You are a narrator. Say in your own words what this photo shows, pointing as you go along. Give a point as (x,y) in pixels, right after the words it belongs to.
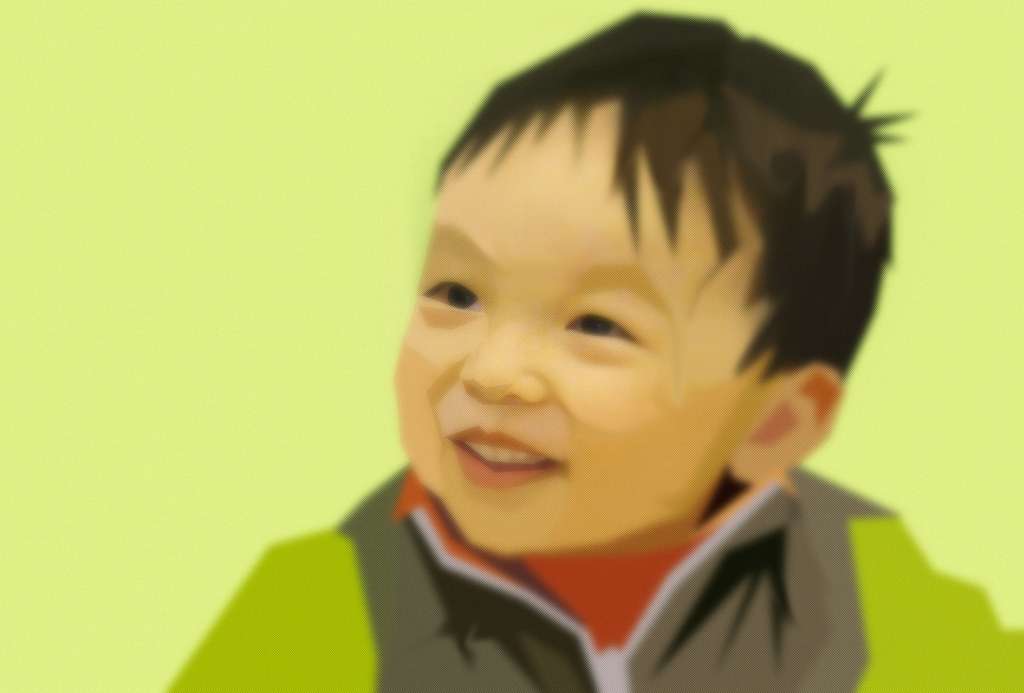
This image contains painting (663,367) of a boy (663,367). He is wearing a green and brown shirt (648,657). He is smiling. Background (1013,452) is green in colour.
